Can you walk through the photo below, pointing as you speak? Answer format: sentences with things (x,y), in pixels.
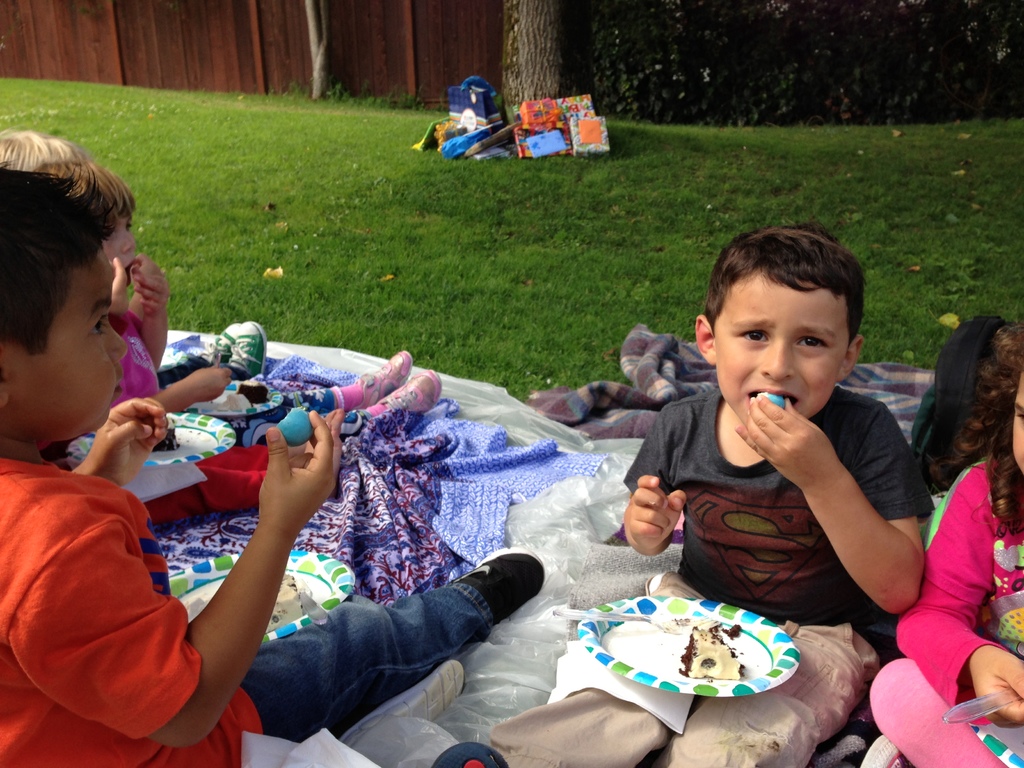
In this image I can see few children (56,178) are sitting on ground (259,266). I can also see three of them are holding few things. I can also see number of plates (995,742), clothes (387,435) and on these plates (725,684) I can see food (169,423). In the background (618,322) I can see grass ground (531,216), plants (599,3) and few stuffs (469,82).
